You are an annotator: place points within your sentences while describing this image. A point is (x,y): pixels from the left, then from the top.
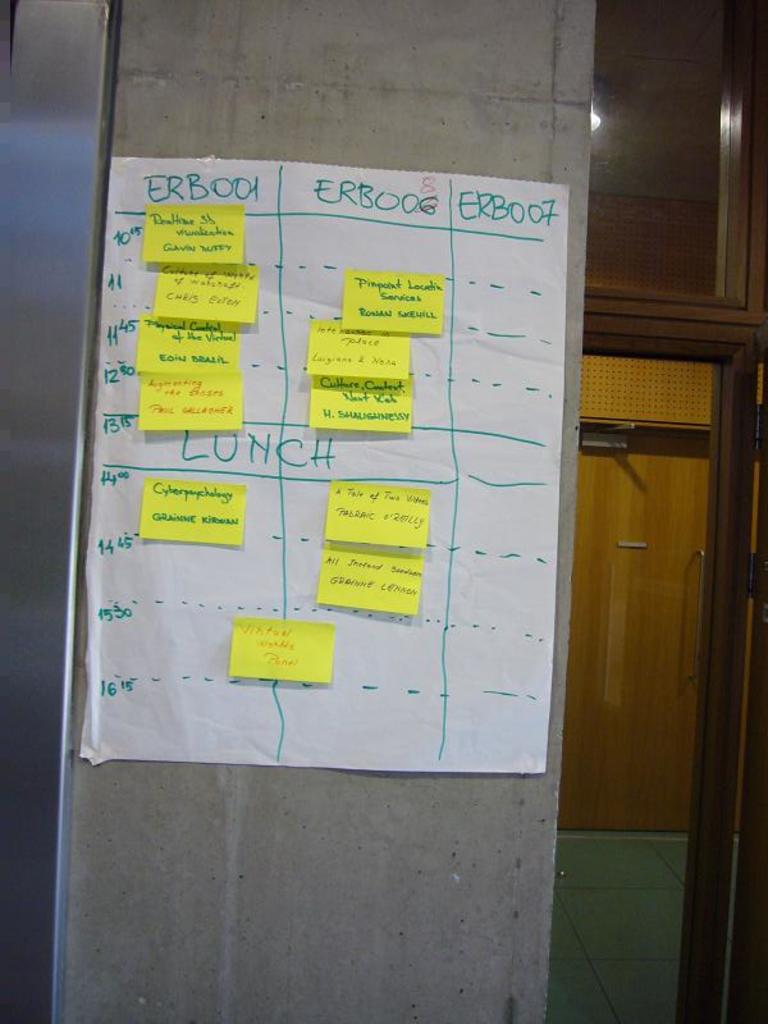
We can see a paper (482,242) attached on a wall (512,112), on this paper (385,682) we can see papers (199,520). In the background (627,577) we can see the door (624,626) and floor (586,895).
